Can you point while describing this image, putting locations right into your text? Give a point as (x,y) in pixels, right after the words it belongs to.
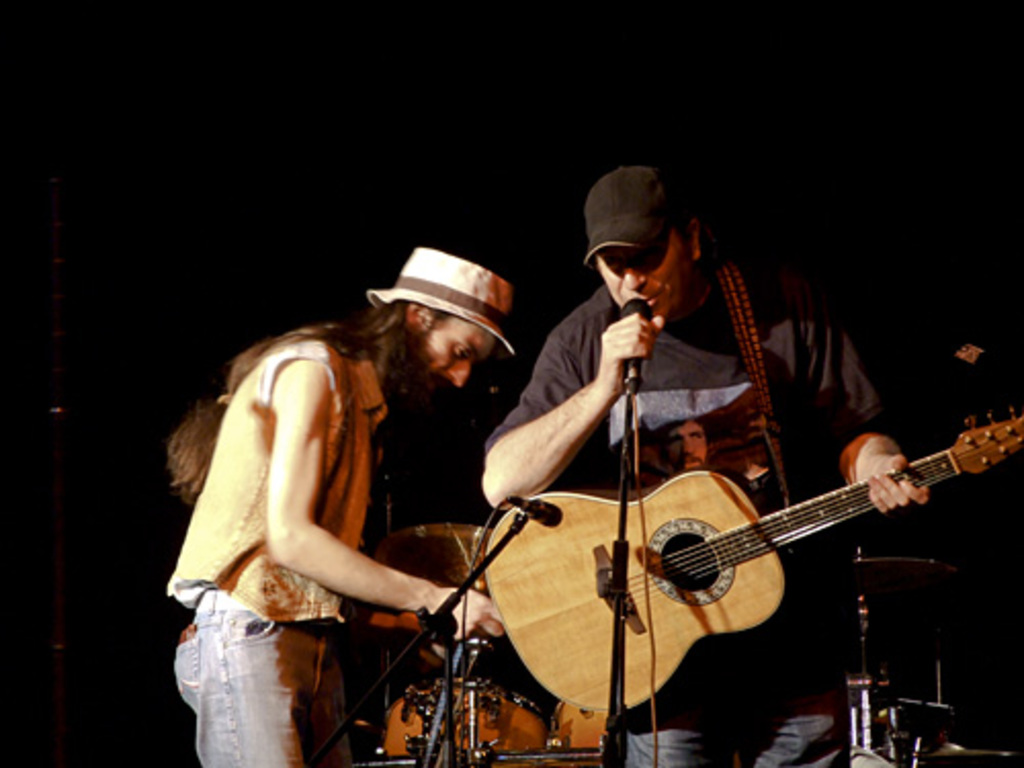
In this image there are 2 persons (760,732), 1 person (660,259) is standing and playing a guitar (542,561) and singing a song in the microphone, another person (263,369) standing beside him and at the back ground (1016,514) there are drums (591,739) and there is a dark background (329,196).
